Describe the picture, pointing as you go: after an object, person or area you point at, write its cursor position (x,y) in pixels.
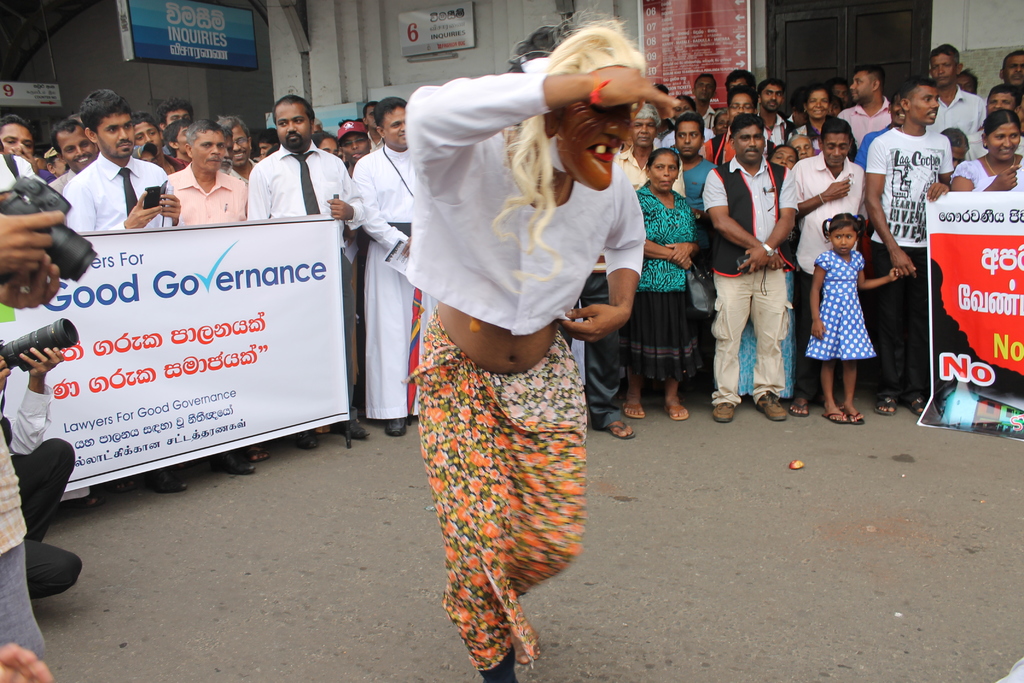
In this picture we can see some people (641,182) are standing, on the right side (995,323) and left side (178,365) there are banners (294,368), two persons (51,483) on the left side (55,441) are holding cameras (30,355), in the background (480,33) we can see a building (494,39), a banner (714,30) and boards (406,31).
